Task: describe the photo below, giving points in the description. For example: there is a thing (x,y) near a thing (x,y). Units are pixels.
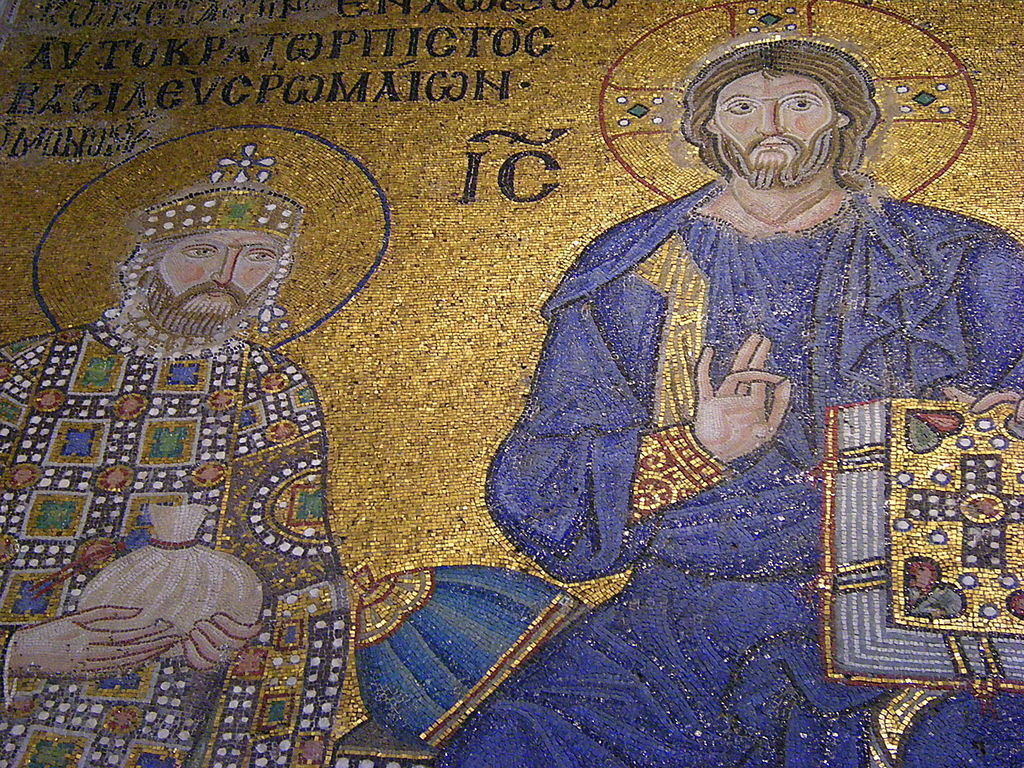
In this picture we can see the painting (354,408) and some words (339,89) on the wall (511,377).
